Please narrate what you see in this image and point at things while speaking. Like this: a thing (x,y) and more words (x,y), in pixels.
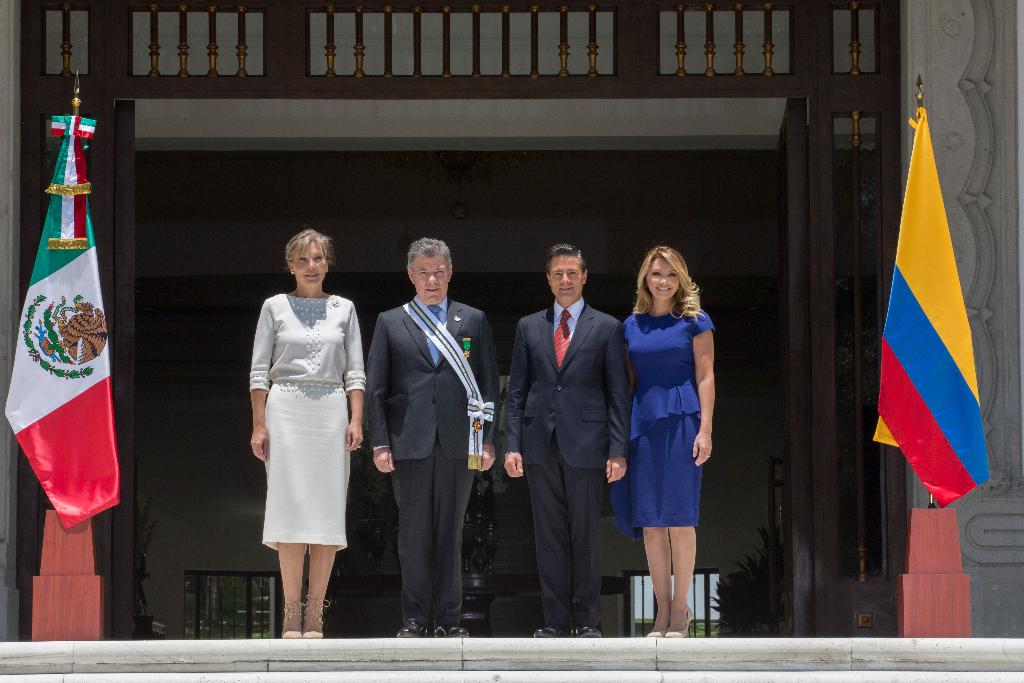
In this picture we can observe four members (411,345). Two of them are men (426,428) wearing coats (426,428) and the other two are women (659,439). We can observe two national flags (912,391) on either sides of the image. In the background (110,193) we can observe a brown color door (122,121).
